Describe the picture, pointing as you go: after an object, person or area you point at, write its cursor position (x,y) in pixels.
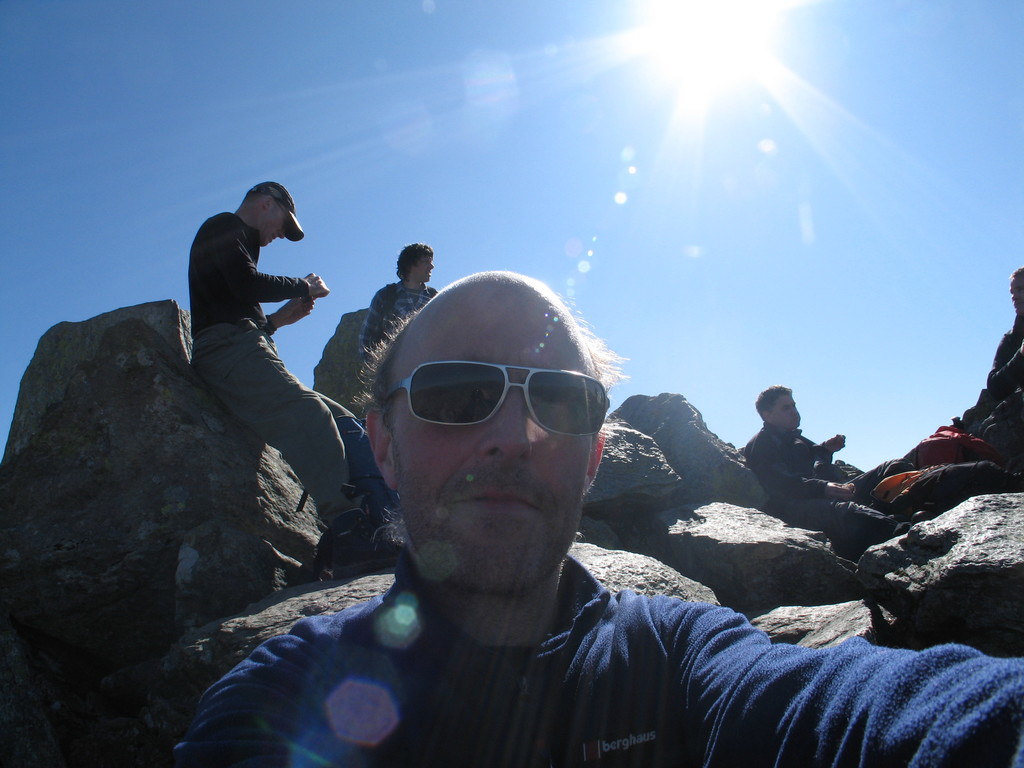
In the foreground of the image (930,674) we can see a person (609,695) where he wore a blue color shirt (798,724) and black specs (442,414). In the middle of the image (677,417) we can see some persons (881,465) are sitting on the rocks (170,342) and making conversation between them. On the top of the image (746,51) we can see the sky (671,115) and the sun (673,49).
